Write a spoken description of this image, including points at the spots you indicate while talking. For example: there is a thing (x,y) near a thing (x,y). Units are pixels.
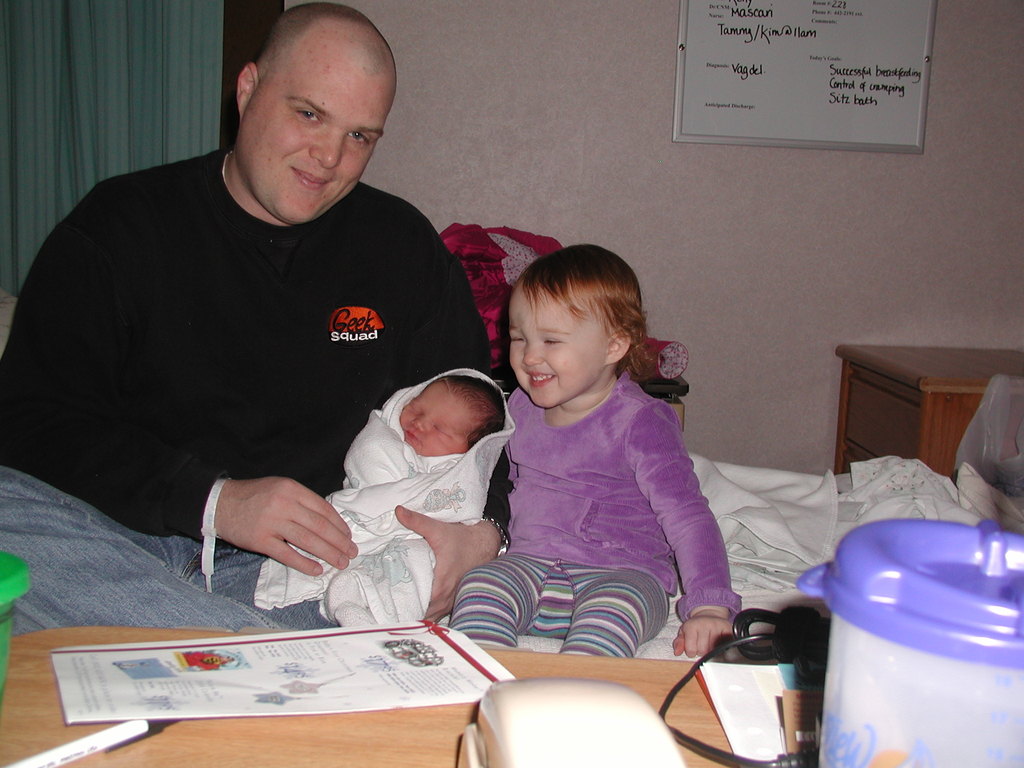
In this image I see a man (330,6) who is holding a baby (491,436) and there is a girl (544,420) beside to him and they are sitting on a bed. I can also see these 2 are smiling and in front of them there is a table (78,767) on which there are few things (945,602). In the background (867,284) I see the wall (704,286), a whiteboard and a drawer (1018,355) over here.
